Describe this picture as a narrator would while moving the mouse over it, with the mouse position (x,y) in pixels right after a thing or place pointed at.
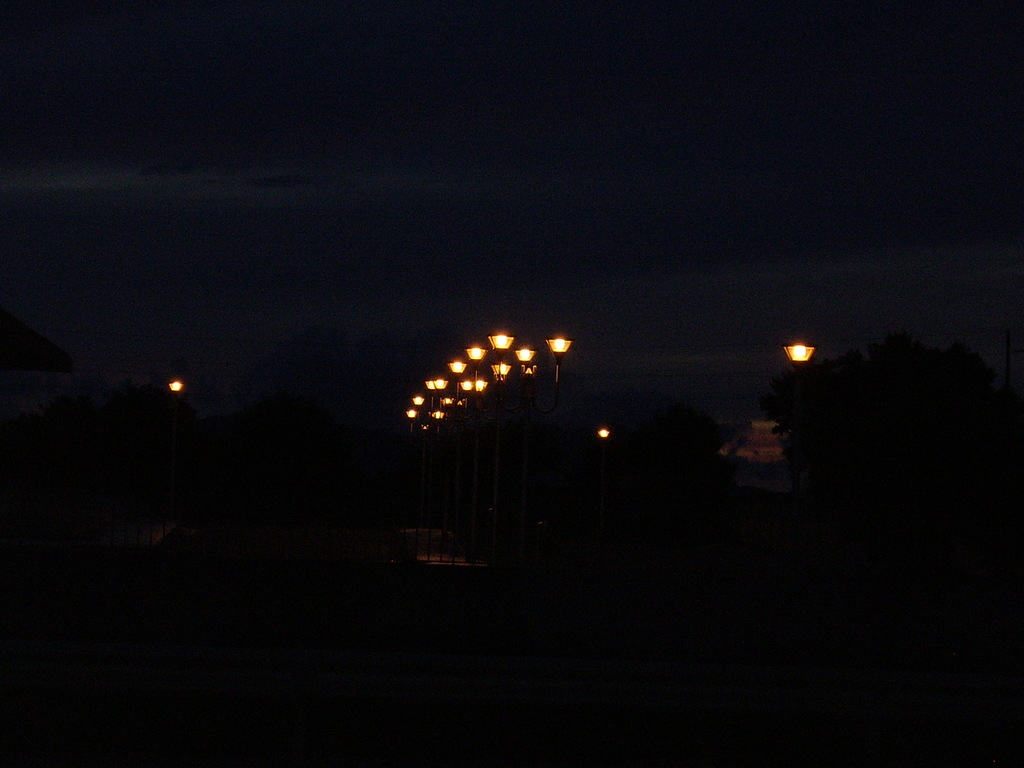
On the right side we have one lamp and complete image is in dark. In the middle (494,347) there are some lamps (476,353), for one pole (521,418) there are three lamps (504,365). On the left side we have only one lamp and some trees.
